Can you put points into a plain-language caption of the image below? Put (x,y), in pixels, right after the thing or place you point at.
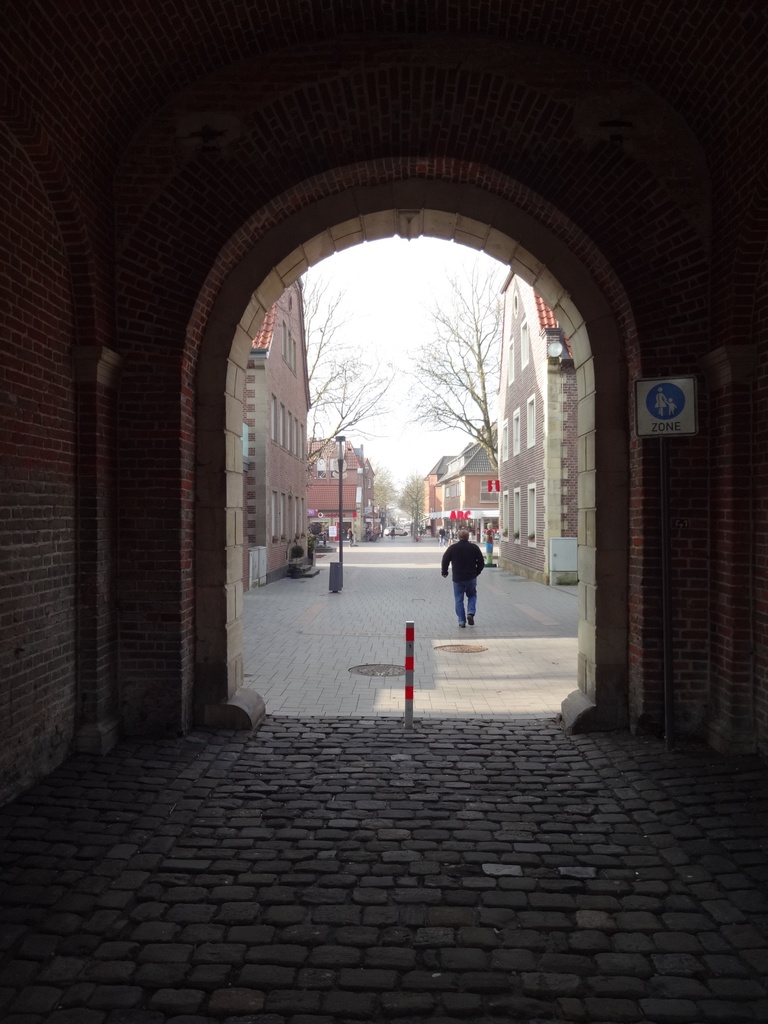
In this image in the center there is an arch (221,481) and on the right side (648,413) there is a sign board (684,416). In the background (465,566) there is a person (476,563) walking and there are buildings (432,484), trees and there is a pole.
